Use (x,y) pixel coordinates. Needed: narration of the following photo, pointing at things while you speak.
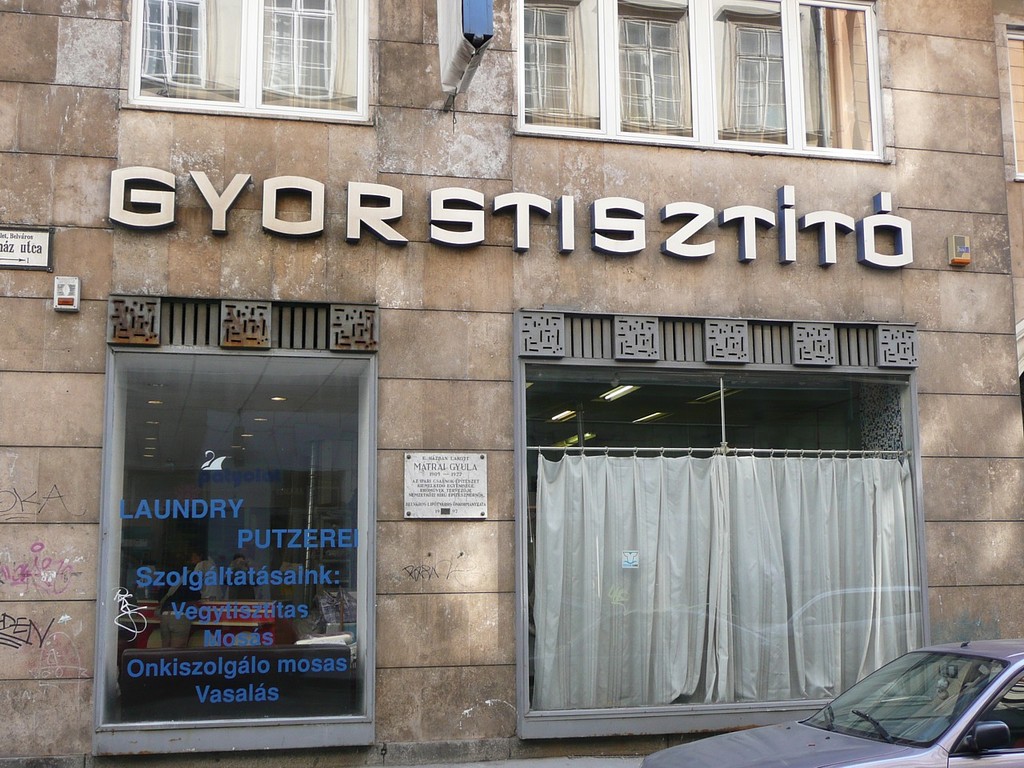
In this picture we can see a car (955,683) in the bottom right (925,684). We can see some text (753,234), glass objects (719,506), windows (373,488) and other objects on a building (370,554). Through these glass objects (352,672), we can see a few people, curtains (862,485) and other objects (199,638) in the building (145,570).
